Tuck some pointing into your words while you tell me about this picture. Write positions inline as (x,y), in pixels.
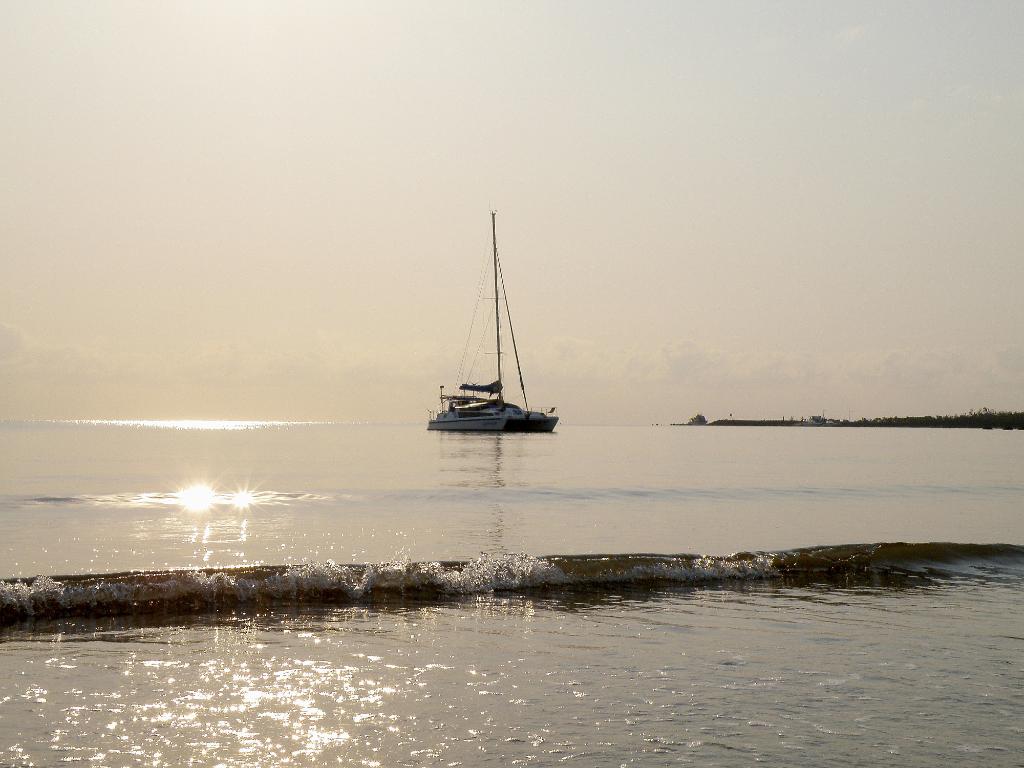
Here we can see a ship (479,429) on the water (492,496). In the background (570,416) there is sky (220,307).
